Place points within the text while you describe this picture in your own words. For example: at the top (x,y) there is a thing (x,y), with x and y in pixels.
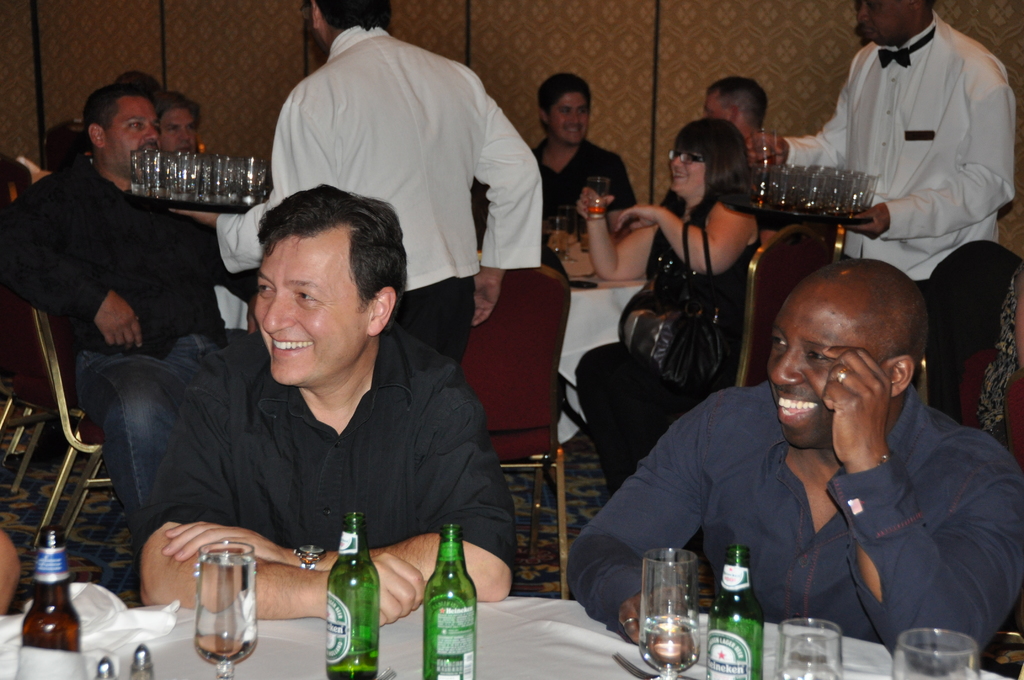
In this image there are group of people (456,406) sitting on the chair (523,400). There are two person (854,137) holding a plate (801,214) full of glass (811,190). In front (304,340) the man (287,394) is smiling. In front of the man (403,566) there is a table (521,639). On the table (477,621) there is a bottle (452,583) and a glass (237,641).
